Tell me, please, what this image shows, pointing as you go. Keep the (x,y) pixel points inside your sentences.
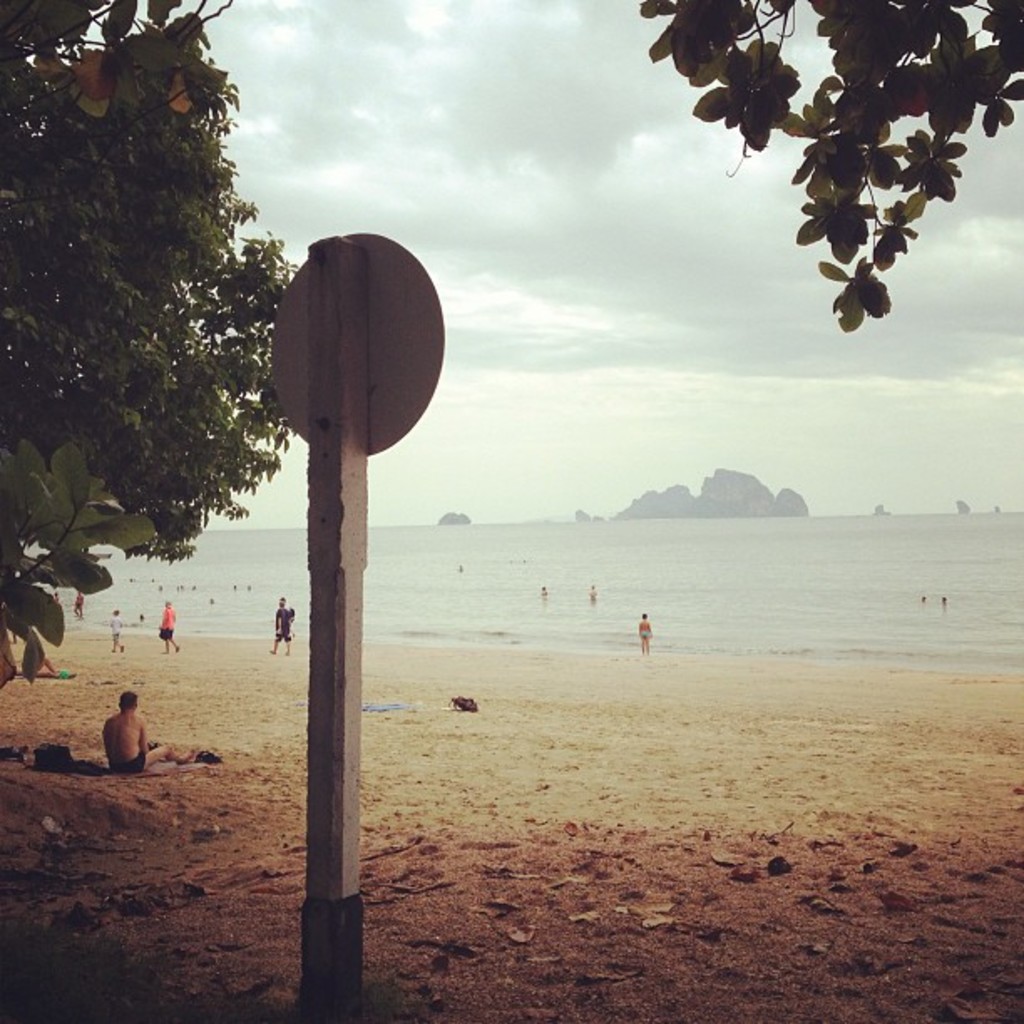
In this image, we can see a pole (342,458), board (435,377) and leaves (33,561). Background (863,628) we can see few people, water (663,612) and cloudy sky (628,391). Here it seems like hills (658,513).
